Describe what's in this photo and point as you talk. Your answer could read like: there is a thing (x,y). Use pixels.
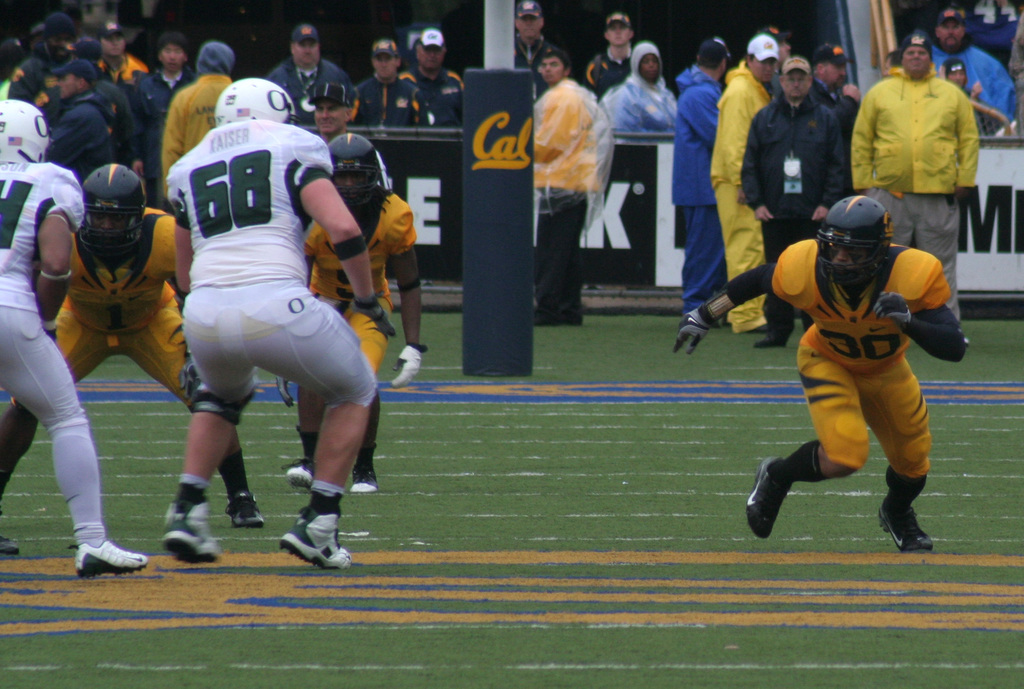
In this picture I can see the green grass (471,391) in front (570,503), on which there are few men (151,264) who are wearing jerseys (825,353) and helmets (370,183) on their heads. In the background (37,80) I can see number of people (752,57) who are standing and I see the boards (645,196) on which there is something written and I can see the white lines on the grass (594,490).
